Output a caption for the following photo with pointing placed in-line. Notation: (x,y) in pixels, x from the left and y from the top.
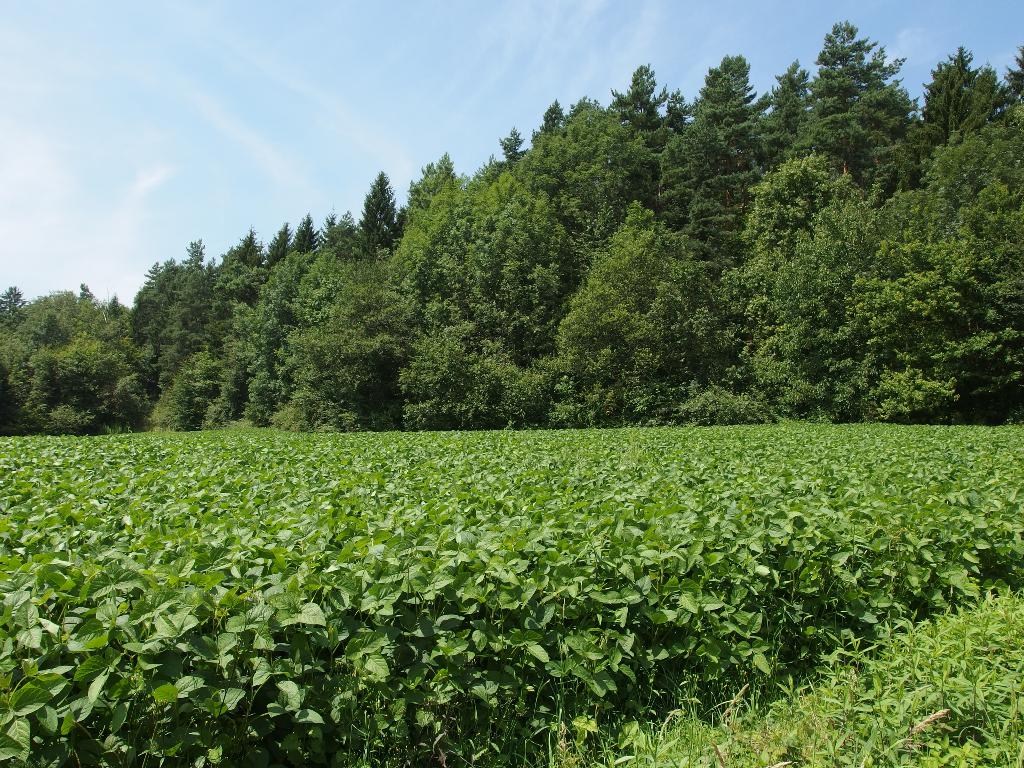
In this picture we can see green plants (730,606). In the background of the image (497,154) we can see trees (497,329) and sky (347,86).
